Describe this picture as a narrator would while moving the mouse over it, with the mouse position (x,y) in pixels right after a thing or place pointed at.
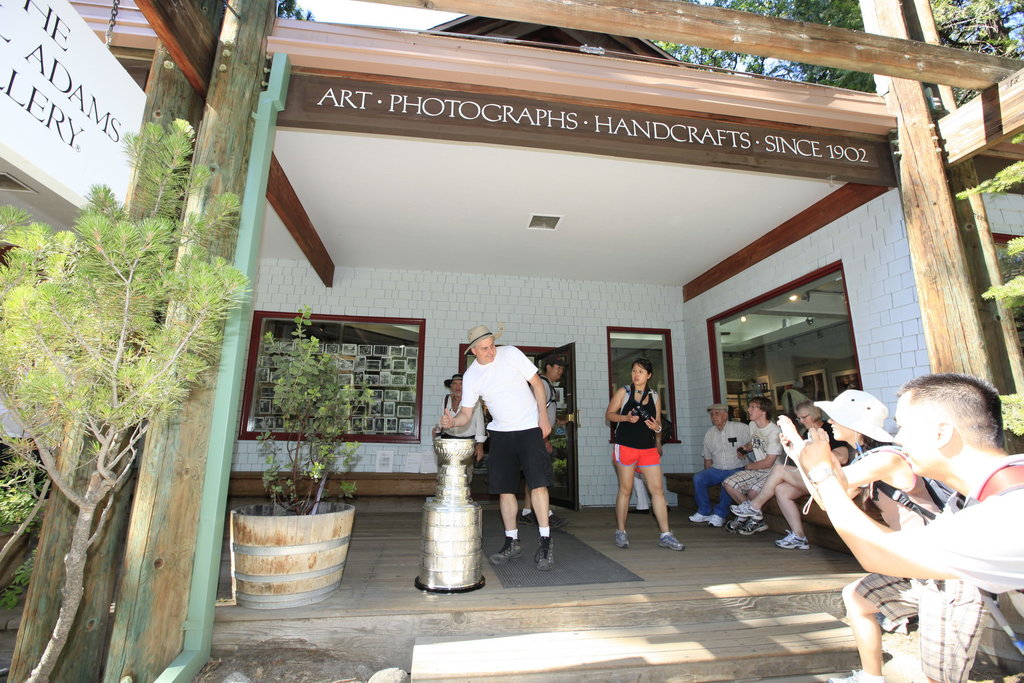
Here in this picture on the right side (794,433) we can see some people (778,484) sitting over a place and we can see some people (504,406) standing and the person (850,496) on the extreme right side (966,540) is clicking photographs of the person (517,425) who is standing in the middle (498,446) and we can see some plants (287,495) and tree (162,402) present and we can also see a hoarding (61,154) and on the wall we can see some photographs (357,391) present.
